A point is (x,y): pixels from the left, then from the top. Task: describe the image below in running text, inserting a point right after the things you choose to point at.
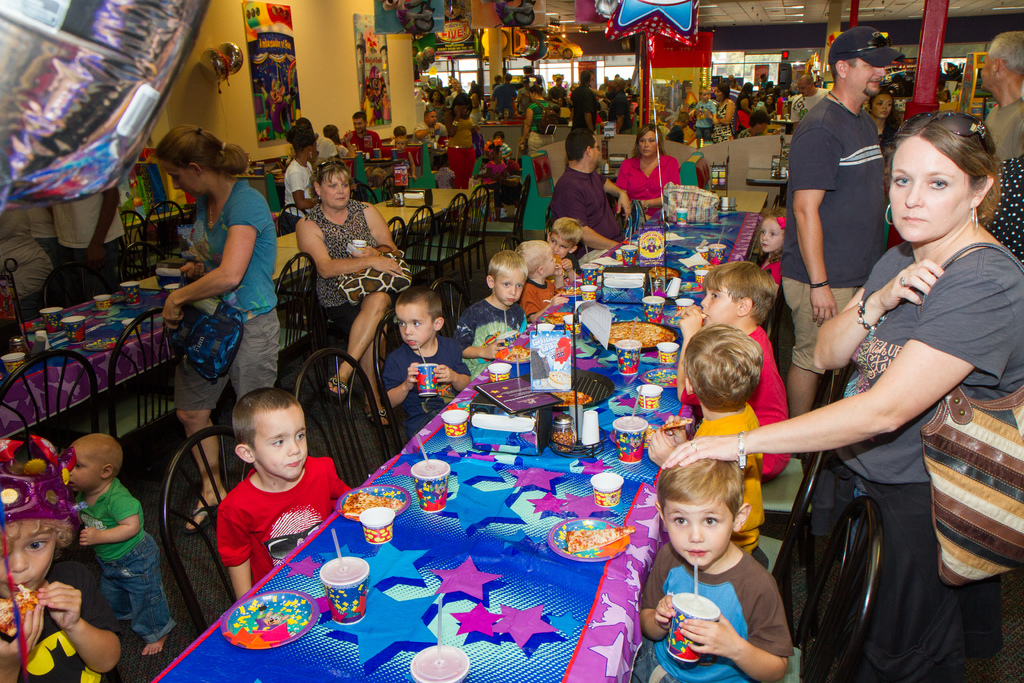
At the bottom of the picture (684,492), we see children (446,372) sitting on the chairs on either side of the table (455,488). On the table (457,555), we see cups (327,573), glasses (437,470), plates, tissue papers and a plate (624,331) containing food (654,272). Beside that, there are many chairs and tables (92,317). In the background (460,96), we see many people (471,131) standing. On left side of the picture (243,38), we see a yellow wall (348,98) on which photo frames (370,107) are placed. The woman (921,162) on the right side (965,342) wearing grey T-shirt (993,322) who is wearing handbag (959,394) is standing beside the boy (702,583) who is wearing blue and brown T-shirt (728,576). This picture might be clicked in the hotel (707,1).
